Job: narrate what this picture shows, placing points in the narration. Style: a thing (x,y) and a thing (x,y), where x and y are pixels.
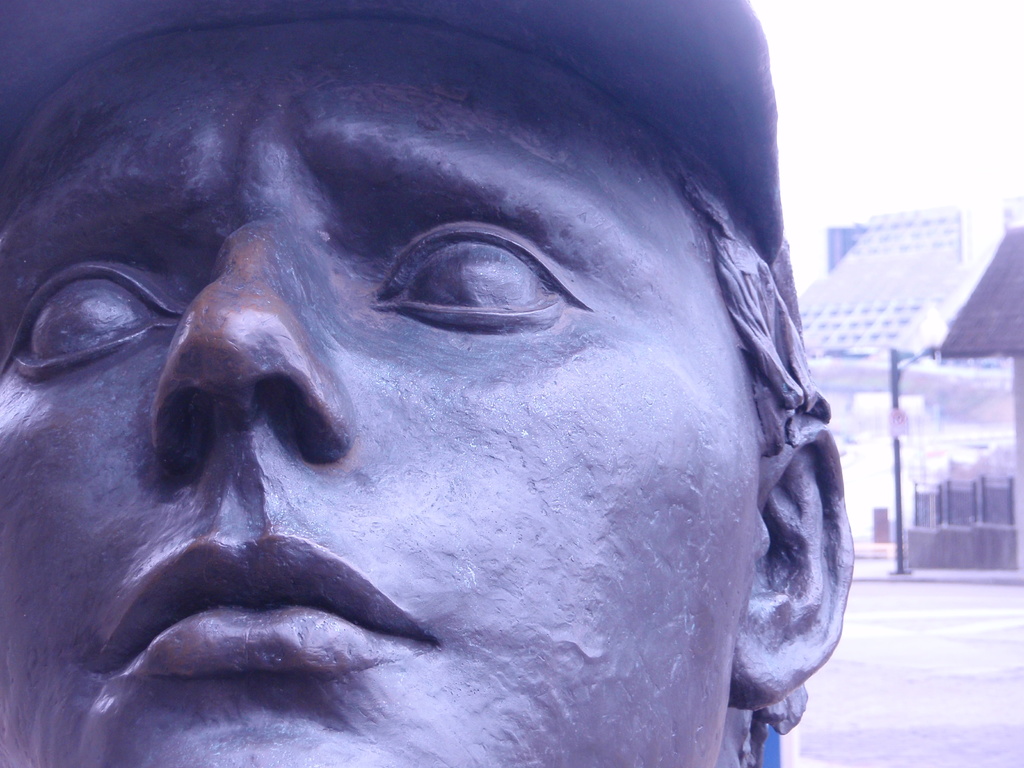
This is a statue (578,646) of a person's face (572,540), which is black in color. In the background (871,319), I think these are the buildings (941,268). This looks like a pole (929,353).
